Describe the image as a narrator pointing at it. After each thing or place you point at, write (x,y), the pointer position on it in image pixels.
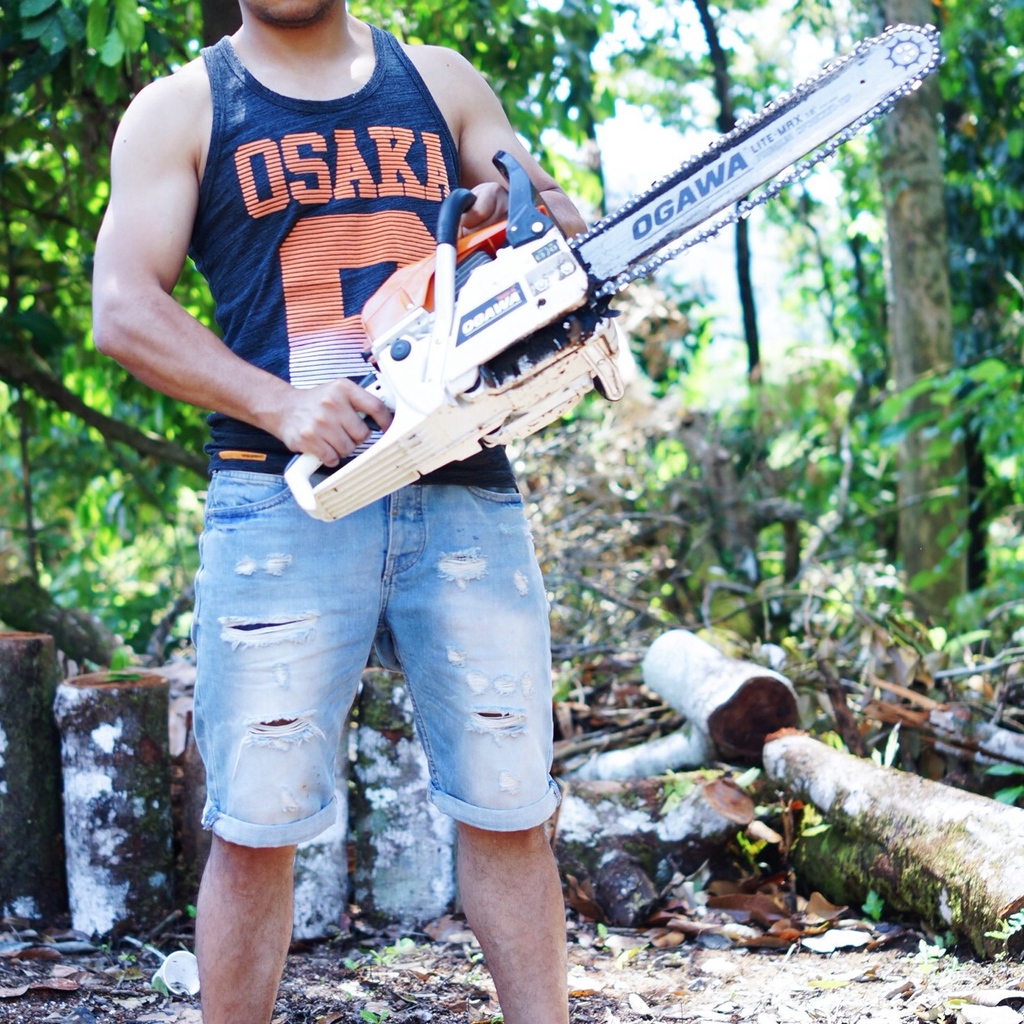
To the left side (240,228) there is a man (217,360) with a blue t-shirt (358,106) and jeans short (299,677) is standing and holding the chainsaw (559,303) in his hands (339,419). Behind him on the ground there are tree trunks (155,793). And also in the background (983,400) there are many trees (810,351).
